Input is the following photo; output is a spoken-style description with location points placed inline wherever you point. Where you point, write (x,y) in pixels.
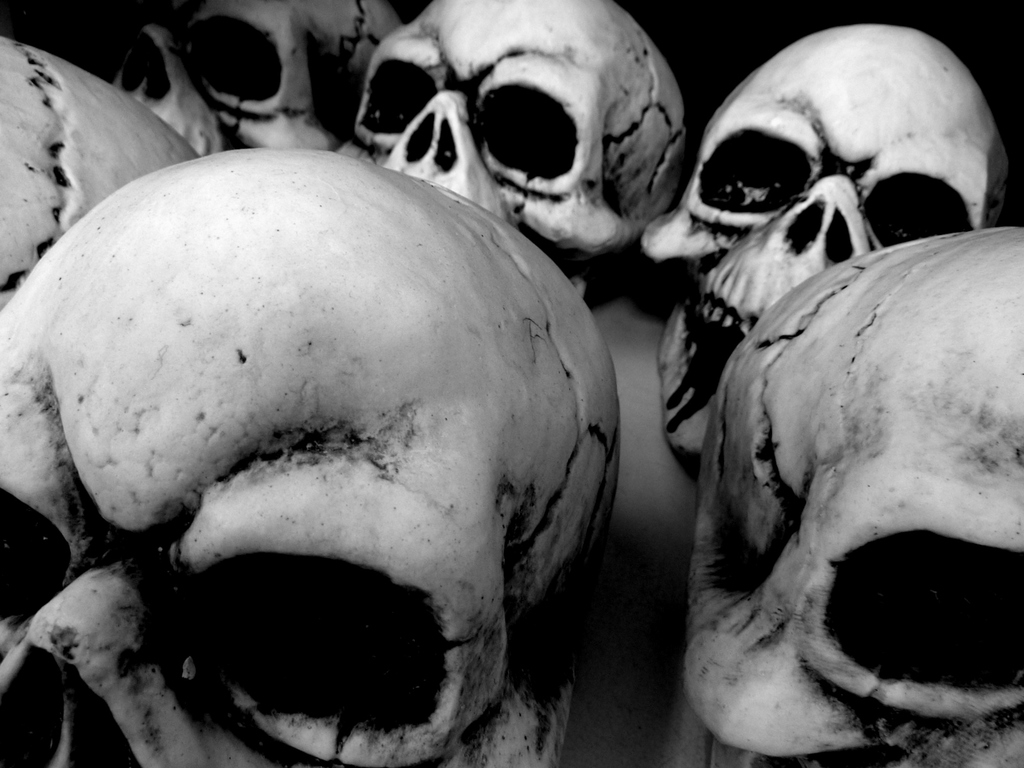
In the picture we can see some human skulls (447,416).
